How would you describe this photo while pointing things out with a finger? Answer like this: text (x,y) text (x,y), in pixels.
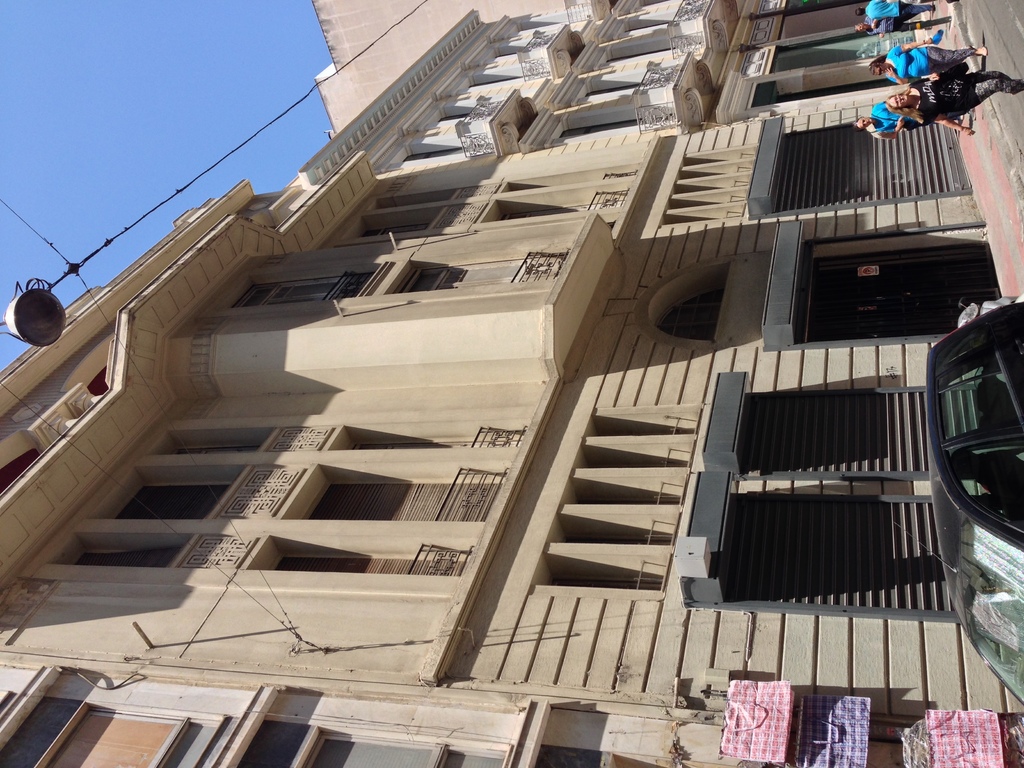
This is a rotated image. In this image we can see there are buildings (561,642) and few bags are hanging on the wall (630,702) of a building (630,702), above the building (133,293) there is an object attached to the wire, in front of the building (599,350) there is a car (980,443) and few people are walking on the road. In the background (5,199) there is a sky (28,221).
